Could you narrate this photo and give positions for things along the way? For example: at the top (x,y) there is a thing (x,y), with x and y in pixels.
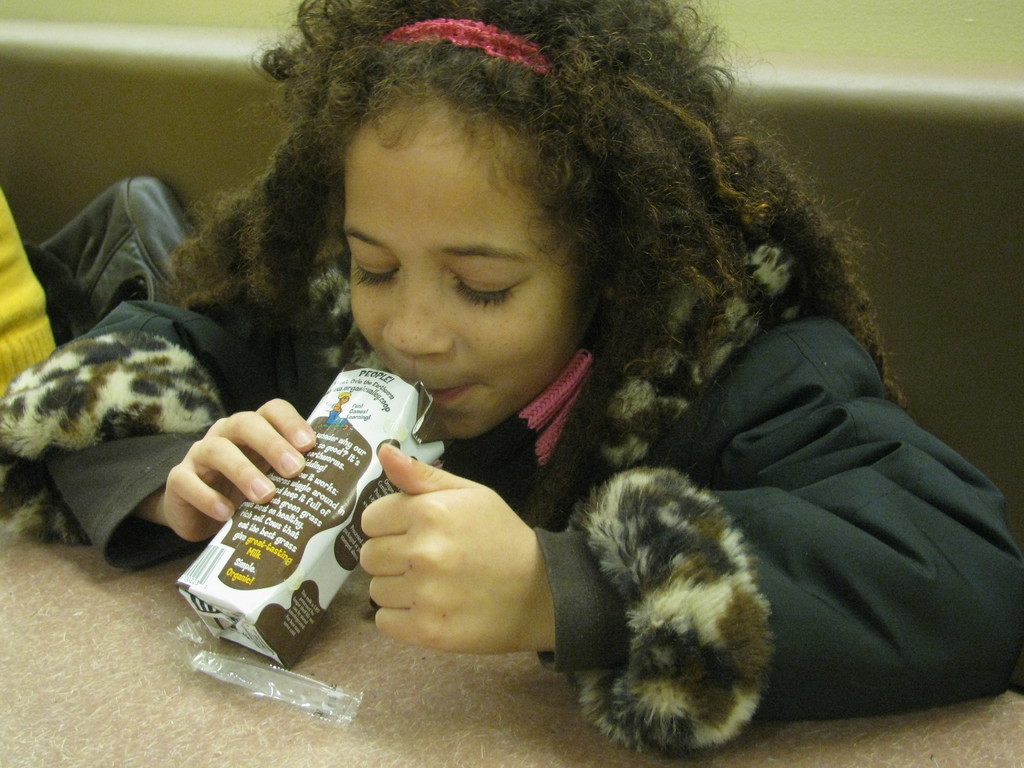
In this picture we can see a girl (494,337) in the middle of the image (459,266), she is drinking, beside to her we can see a bag (124,244).
